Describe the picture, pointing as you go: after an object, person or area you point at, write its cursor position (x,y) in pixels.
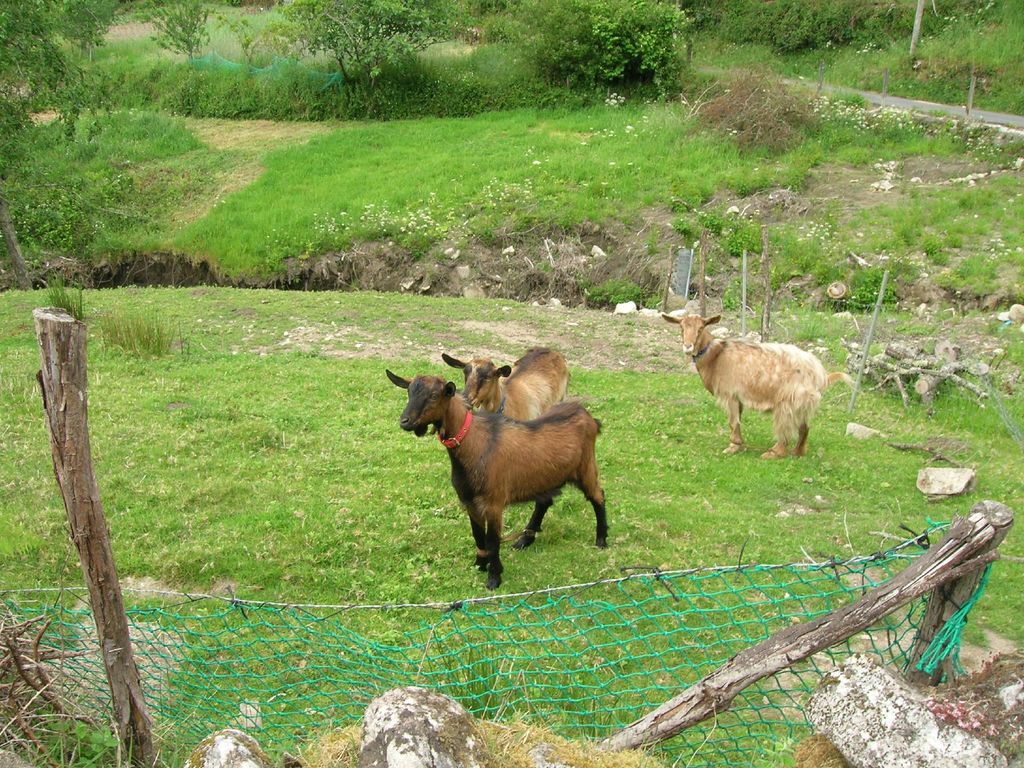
In the middle of the image (520,445) we can see goats (394,382) standing on the ground (634,469). In the background (412,193) we can see wooden sticks (838,637), net (626,645), grass (586,197), plants (803,29) and rocks (900,735).
